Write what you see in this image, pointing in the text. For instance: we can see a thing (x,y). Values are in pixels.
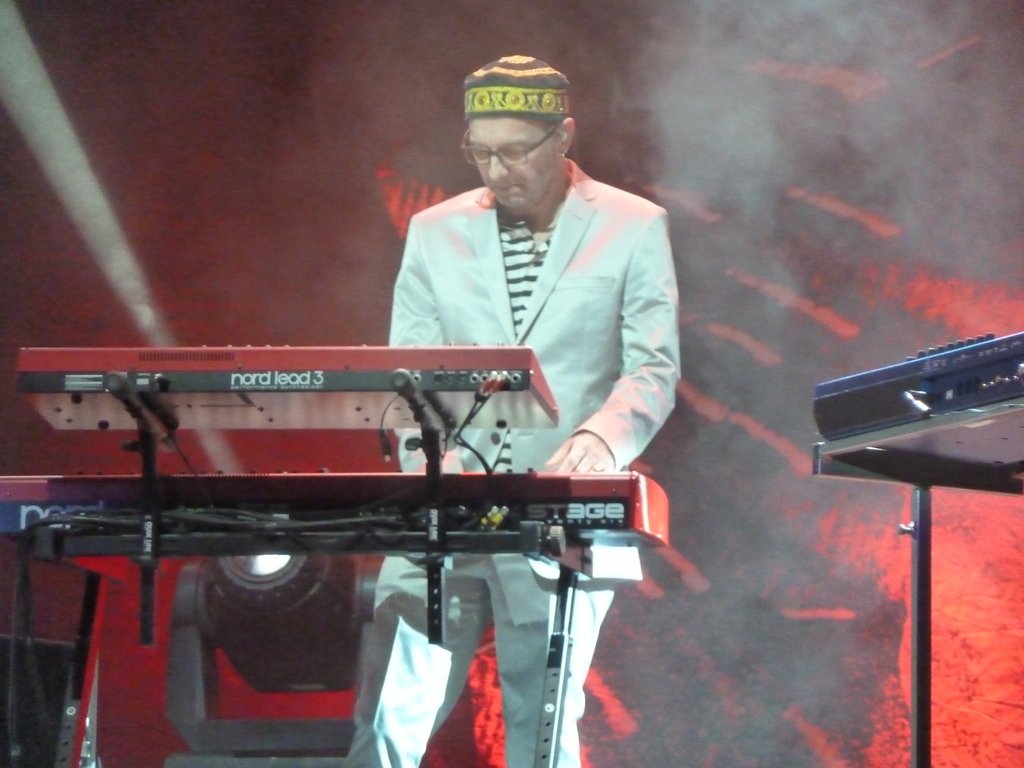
In the foreground of this picture (579,318), there is a man (557,455) in cream suit (574,224) standing and playing a piano (421,503). On the right side (965,406), there is another piano (962,392). In the background (323,608), there is a light (271,594) and a wall (205,198).
